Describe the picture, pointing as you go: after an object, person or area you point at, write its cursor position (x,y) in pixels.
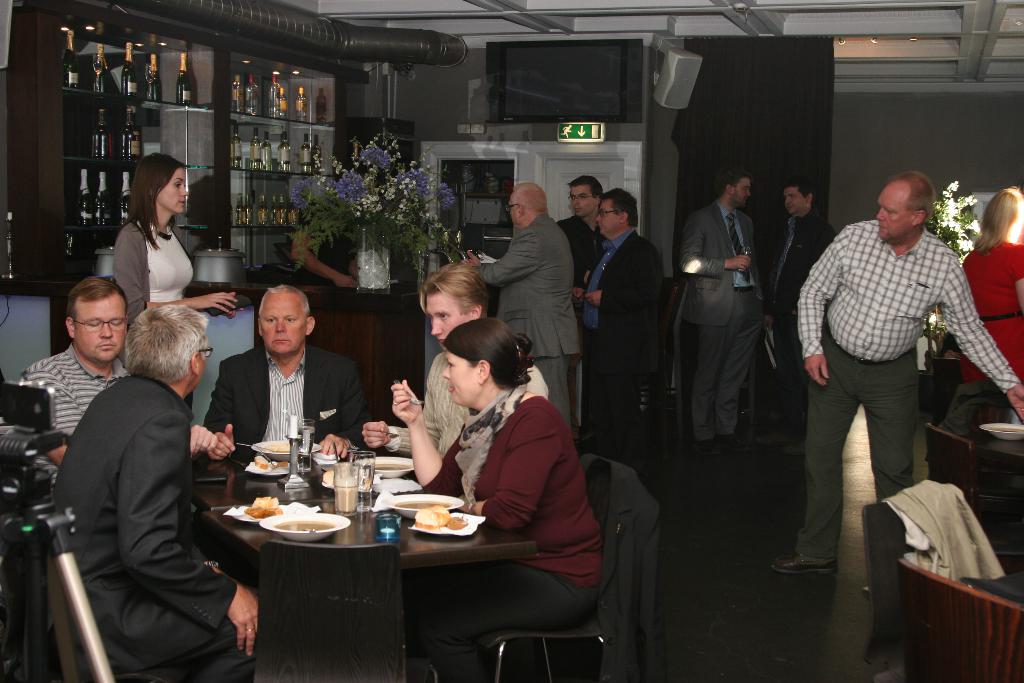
This is a picture of bar (410,366) where we can see bottles (287,135) in a cupboard (260,121). this is a sign board (589,133) and television (598,89). this is a curtain (776,130). Here we can see few persons (958,282) standing. This is a flower vase (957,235). Here in front of the picture we can see few persons (151,490) sitting on the chairs (312,652) in front of a table (408,537). On the table (351,533) we can see food (422,509) in plates (279,524) and drinking glasses (345,492).
